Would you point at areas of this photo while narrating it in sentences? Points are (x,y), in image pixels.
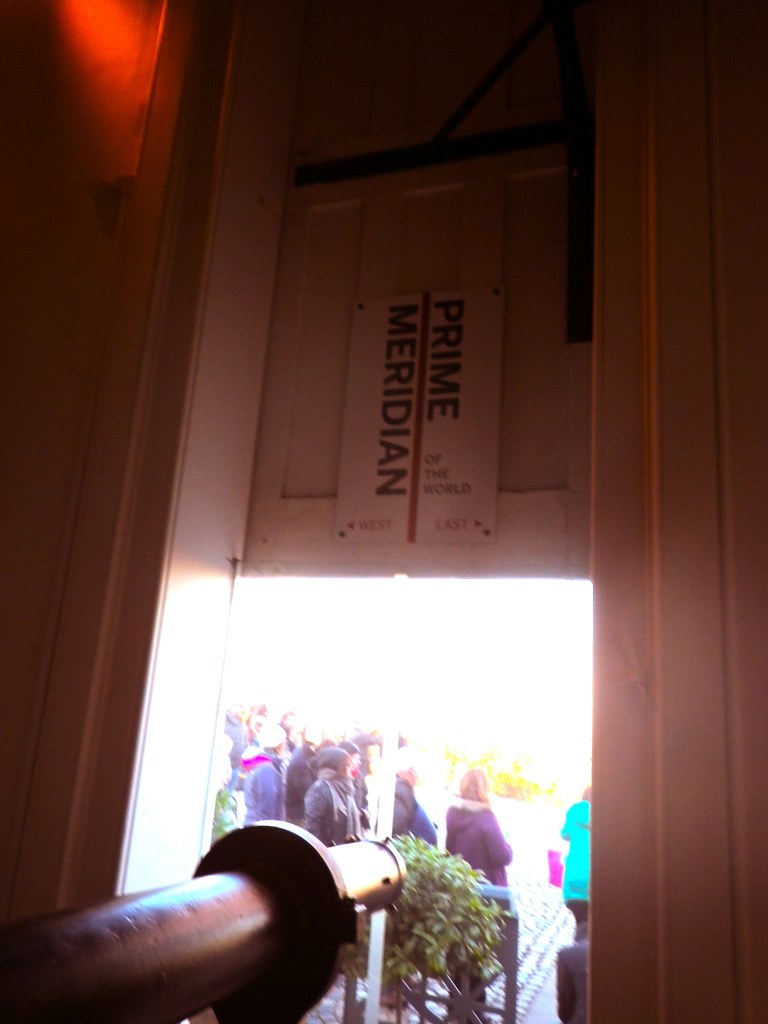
In the image I can see a place (383,607) where we have a door (605,931), plant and some people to the side.
